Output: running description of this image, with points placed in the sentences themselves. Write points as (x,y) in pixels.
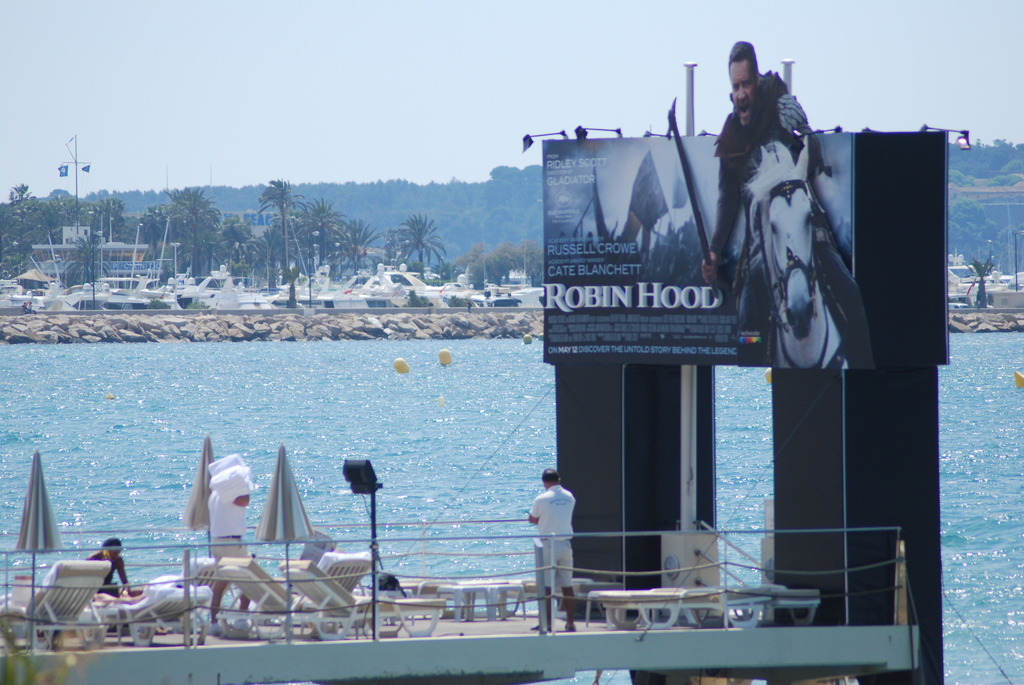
On the right side (890,259), there is a hoarding (928,247). Beside this hoarding (551,343), there is a person (557,494) in a white color T-shirt (565,522), standing on the floor (561,629), on which there are tables (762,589) and other furniture (411,590) arranged. On the left side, there is a person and there are umbrellas (38,475) arranged on the floor (263,619). In the background (490,427), there are balloons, water (437,347), boats (517,278), trees (21,220), a mountain (981,177) and sky (252,156).
